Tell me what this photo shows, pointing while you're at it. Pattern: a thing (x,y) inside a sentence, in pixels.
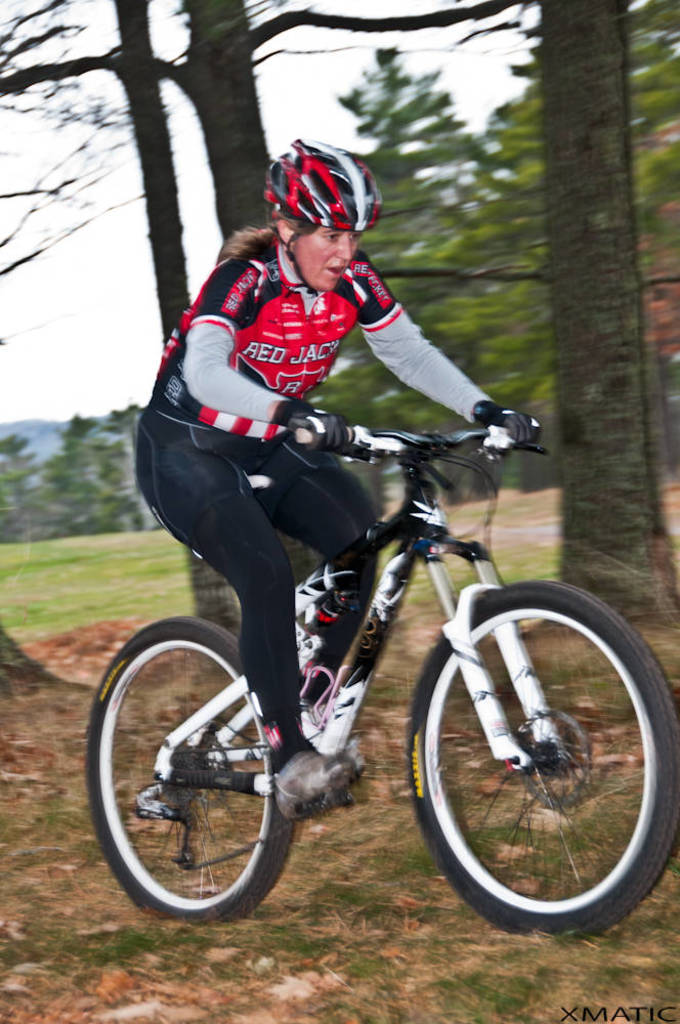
In this image, we can see a person (271,551) is riding a bicycle (267,768). Background (642,22) we can see the blur view. Here there are few trees (56,531), grass (12,563) and sky (129,305). On the right side (607,1020) bottom corner, there is a watermark (661,1017) in the image.
